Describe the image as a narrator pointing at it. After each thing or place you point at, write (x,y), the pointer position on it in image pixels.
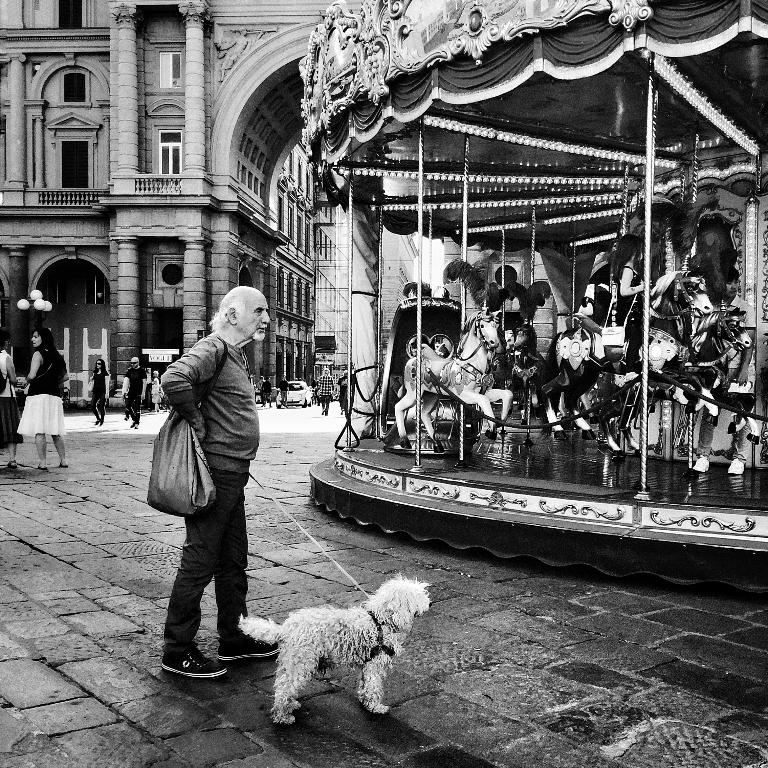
In this image I see a man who is on footpath (115,626) and he is holding the rope (247,473) which is tied to a dog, I can also see there are horse ride (495,291) and few people (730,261) over here. In the background (18,220) I see lot of people (157,383), a car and the building (169,339).
